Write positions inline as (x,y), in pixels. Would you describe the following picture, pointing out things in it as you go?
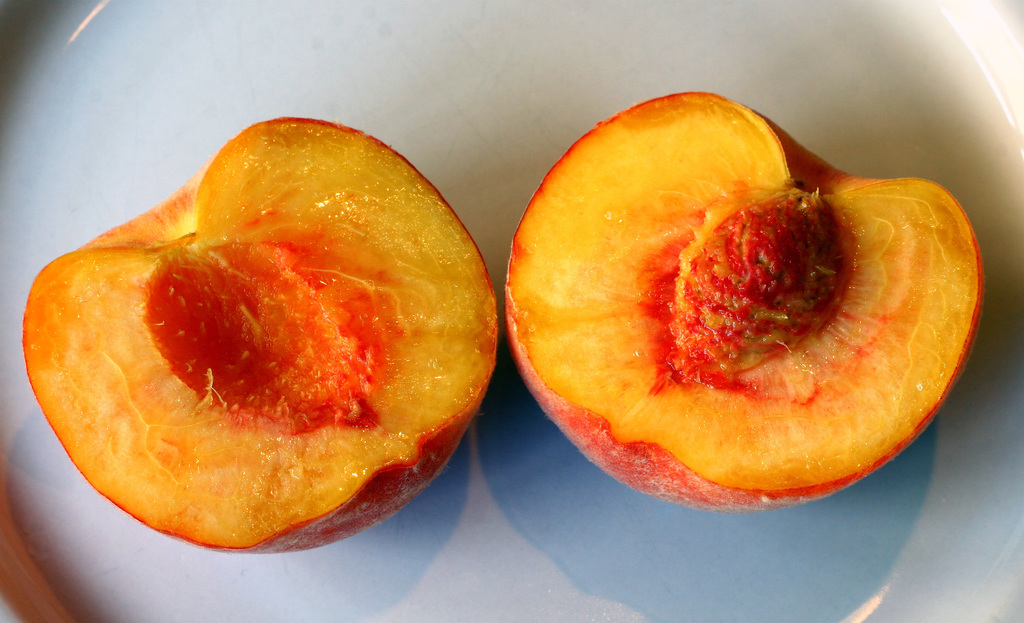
In this image we can see fruits (583,232) placed on the plate (431,565).
